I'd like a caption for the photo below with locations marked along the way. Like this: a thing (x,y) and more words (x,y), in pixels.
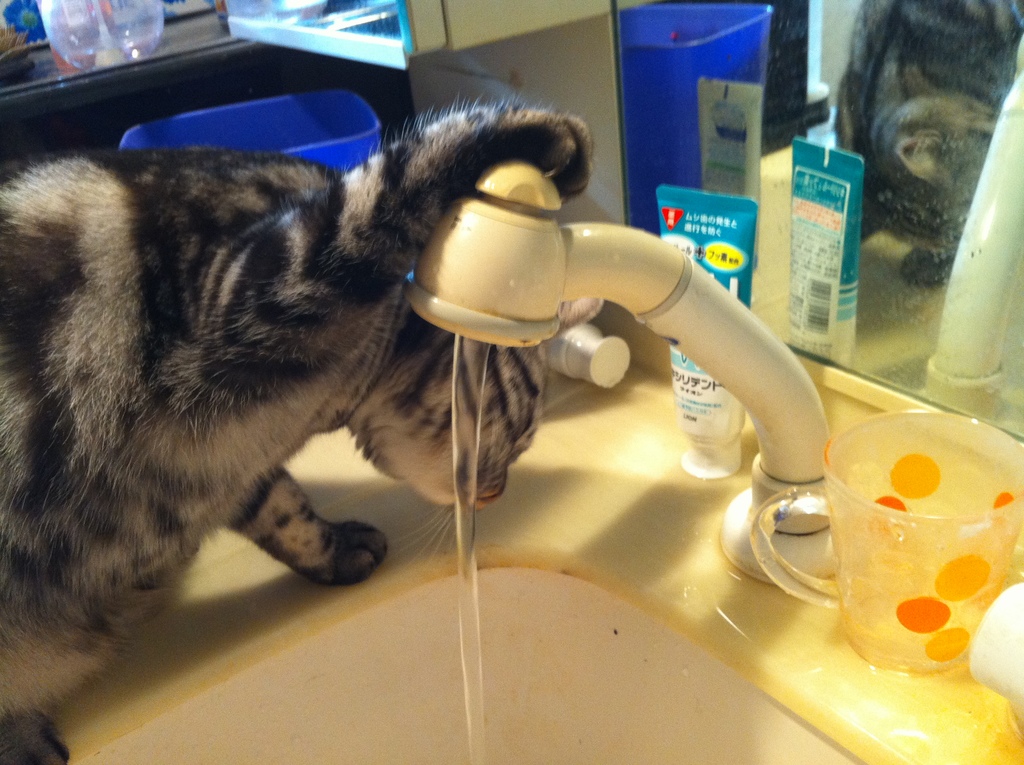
In the image on the left side (289,478) there is a cat (449,398) standing on the sink (486,727). And it is holding a tap (495,295). And there is water flow (464,684) in the sink (789,643). On the surface (655,471) there is a cup (896,464), tube of cream (697,248) and some other things (607,348). Behind that there is a mirror (852,203). Behind the cat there is a blue object (320,124) and some other things (49,16).
